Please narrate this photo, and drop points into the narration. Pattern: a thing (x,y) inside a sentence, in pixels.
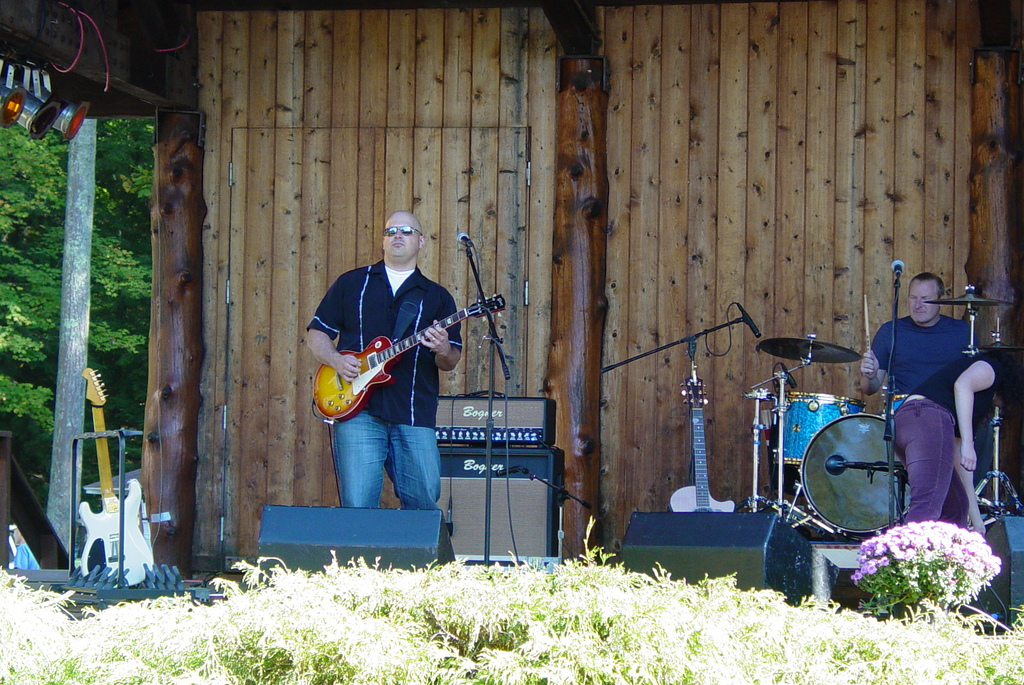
In this image I can see two persons (416,488) playing some musical instrument (370,390), the person (415,414) in front (379,399) is wearing black shirt (396,384), blue pant (406,433). I can also see few microphones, background (864,199) I can see the wooden wall (460,126), few lights (45,118) and trees (129,236) in green color.
